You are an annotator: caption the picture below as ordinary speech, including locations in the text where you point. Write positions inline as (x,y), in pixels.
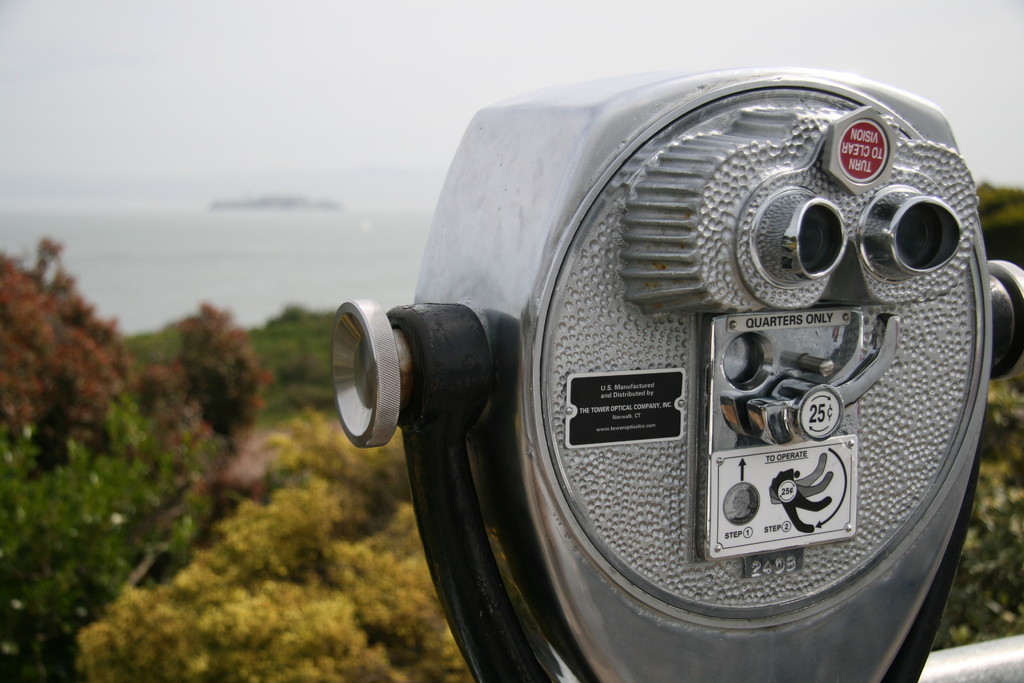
On the right side of the image (754,336) we can see a binocular (829,255). At the bottom of the image (226,516) we can see some trees (226,516). In the middle of the image (352,234) we can see the water (220,281). At the top of the image (306,80) we can see the sky (346,77).
